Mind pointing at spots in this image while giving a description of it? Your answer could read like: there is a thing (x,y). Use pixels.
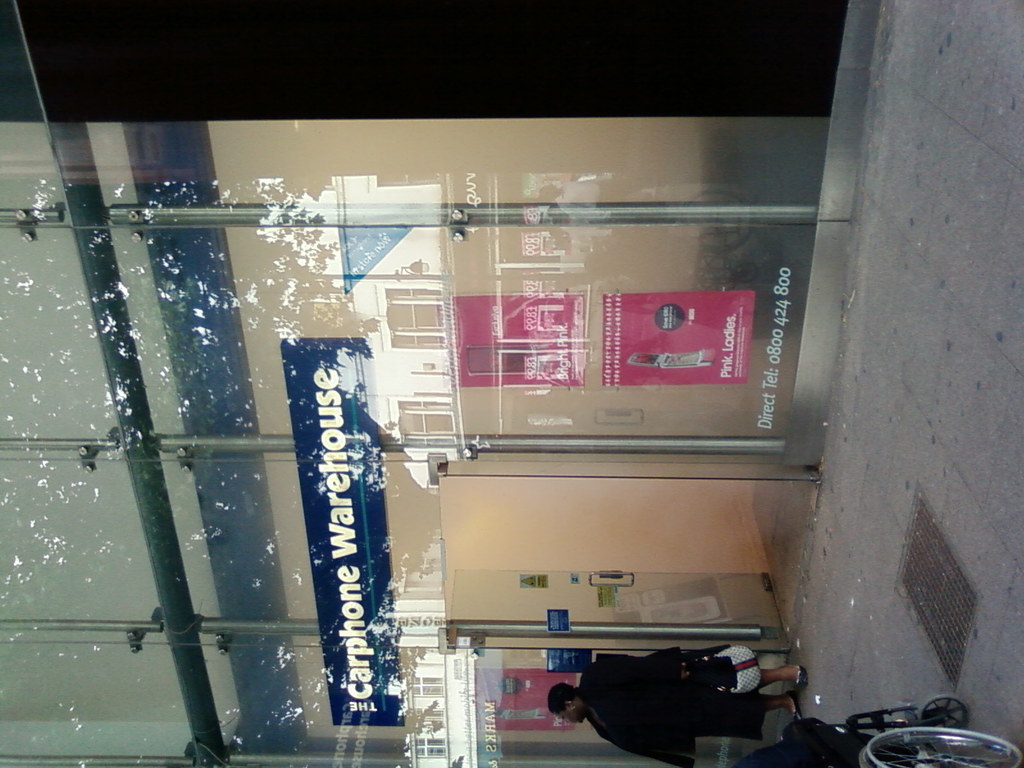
In this image we can see a big shop (342,392) with glass (95,558) on which we can see "Carphone Warehouse" is written.
